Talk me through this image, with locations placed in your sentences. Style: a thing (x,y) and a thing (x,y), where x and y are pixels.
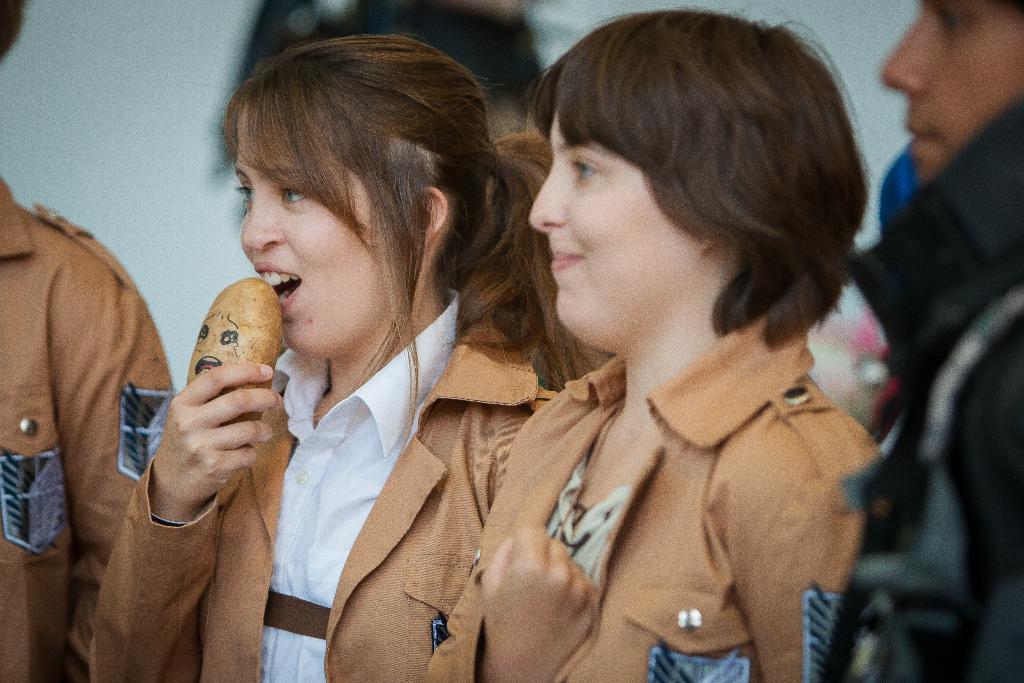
In this image I can see the group of people (283,246) with black, white and brown color dresses (380,409). I can see one person (207,379) holding the brown color object (203,346) and there is a blurred background (149,95).
